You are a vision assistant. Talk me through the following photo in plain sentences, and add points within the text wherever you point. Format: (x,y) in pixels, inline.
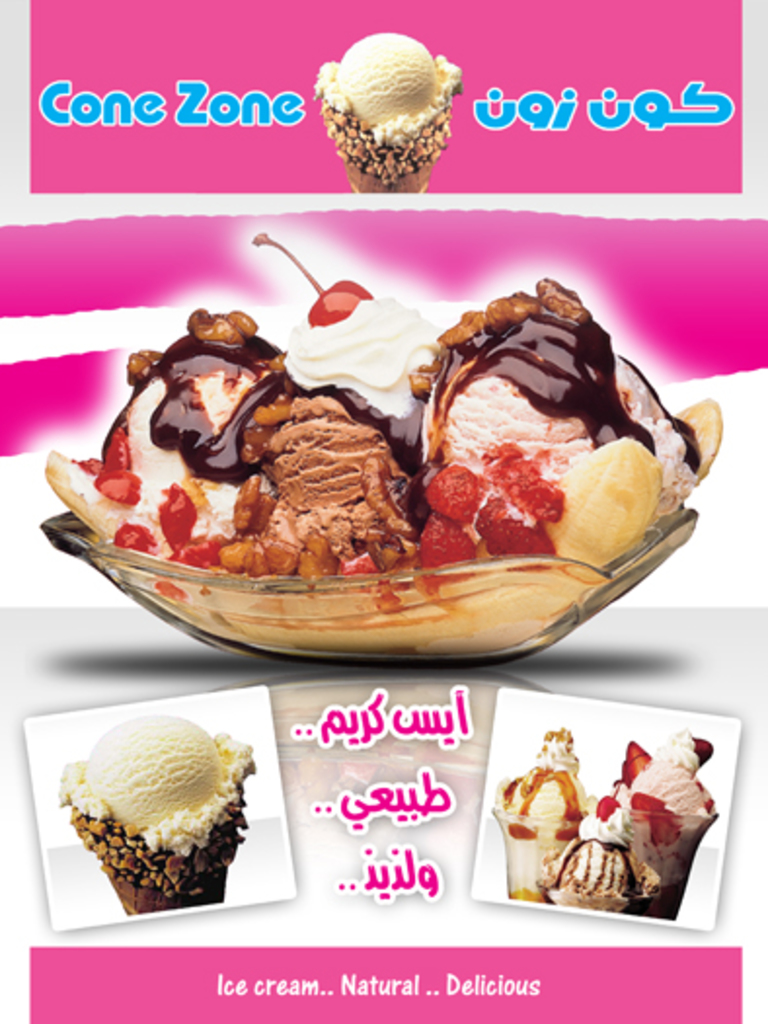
This picture shows a advertisement poster (74,708) and we see a ice cream (324,514) in a glass bowl (422,616) and we see text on it.
